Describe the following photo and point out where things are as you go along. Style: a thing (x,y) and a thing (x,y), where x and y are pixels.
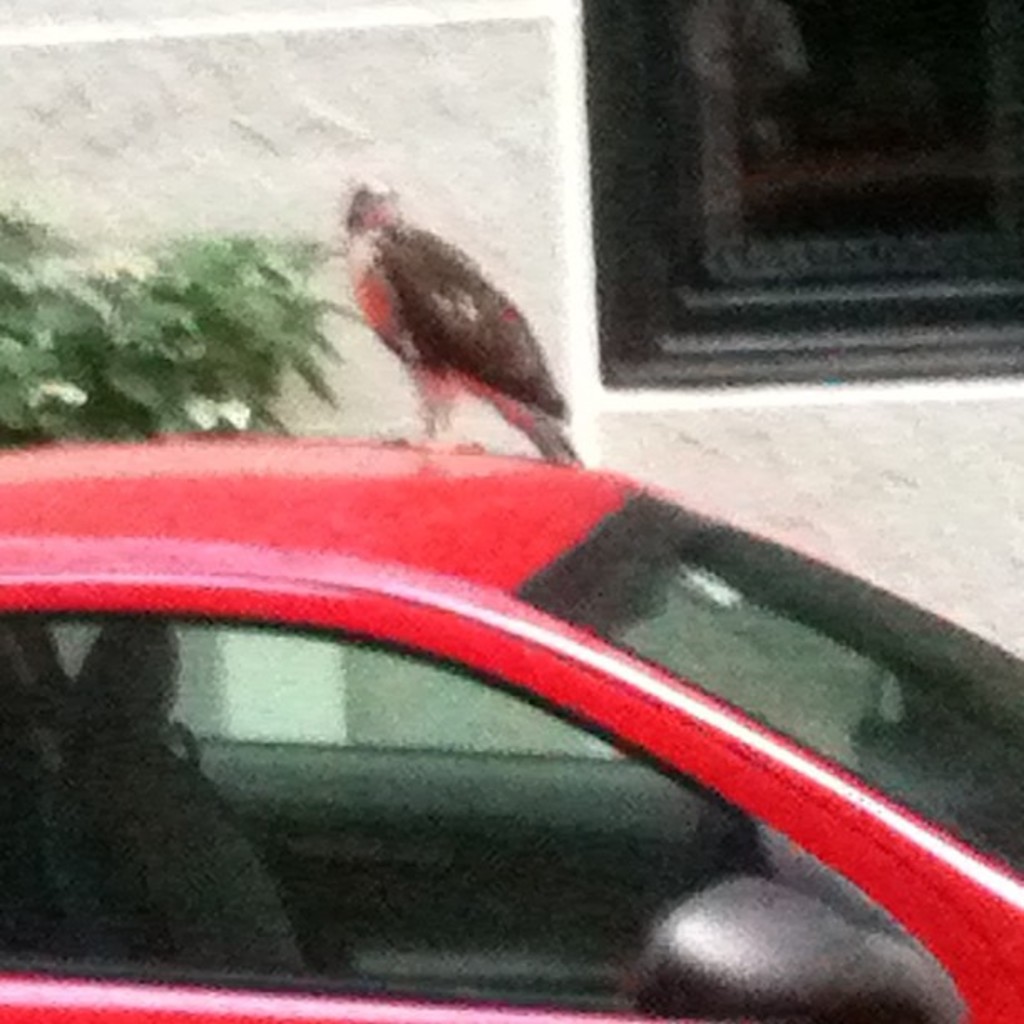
In this image I can see a bird (366,251) on a red color car (420,561). Behind the car (488,586) there is a plant (155,328). In the background (707,213) there is a window (714,168) to the wall (370,149).
